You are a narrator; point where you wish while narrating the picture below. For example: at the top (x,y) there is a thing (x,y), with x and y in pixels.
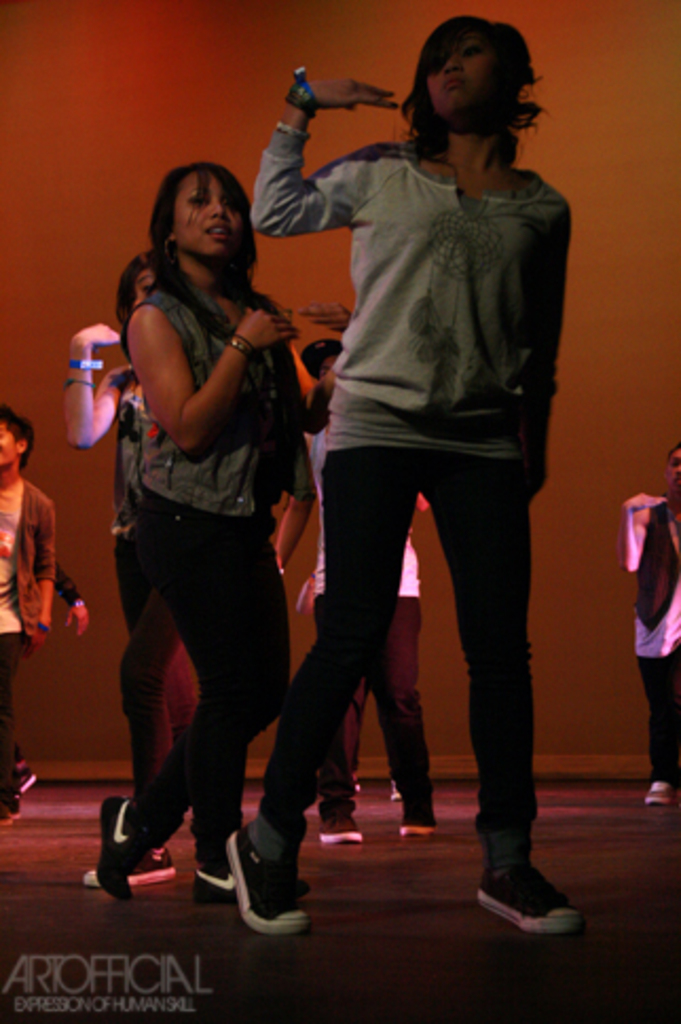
In this image we can see a group of people (300,472) standing on the floor (390,900). One woman (461,539) is wearing grey t shirt (447,362). At the bottom (148,989) we can see some text (140,993).
